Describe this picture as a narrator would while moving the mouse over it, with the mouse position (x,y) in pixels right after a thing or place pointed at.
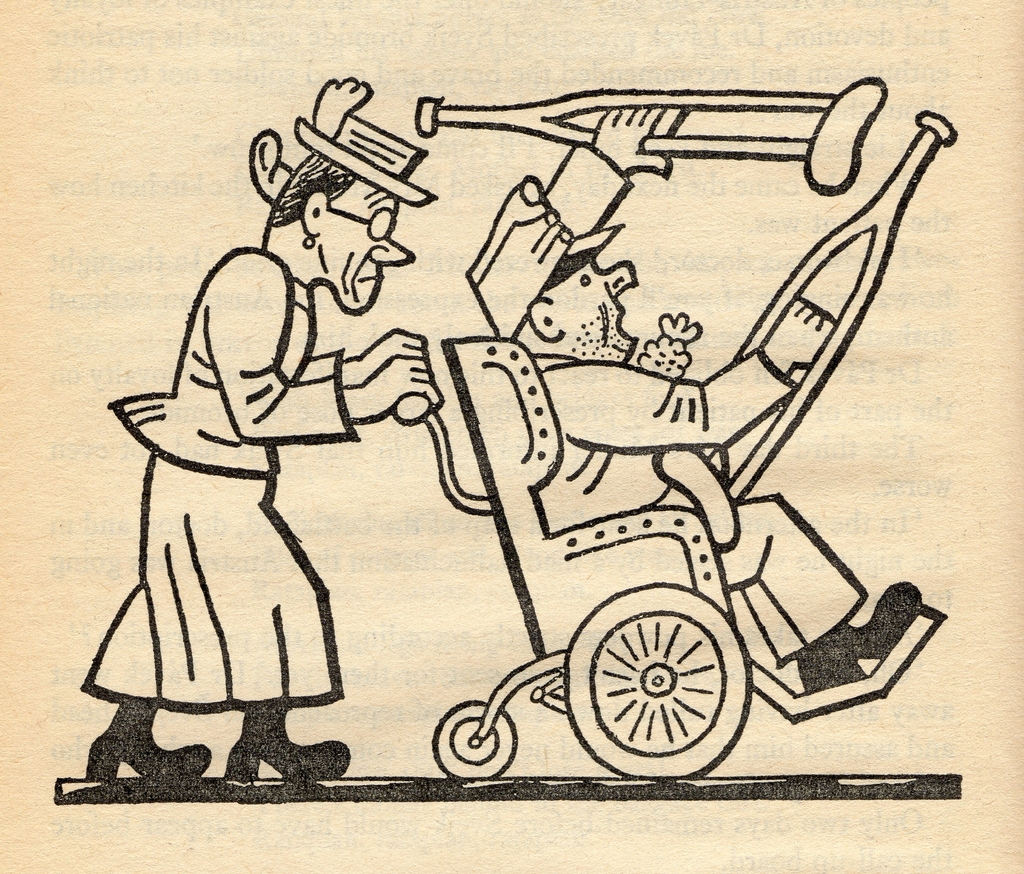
In this image we can see cartoon pictures (193,302) on the surface (183,308).
